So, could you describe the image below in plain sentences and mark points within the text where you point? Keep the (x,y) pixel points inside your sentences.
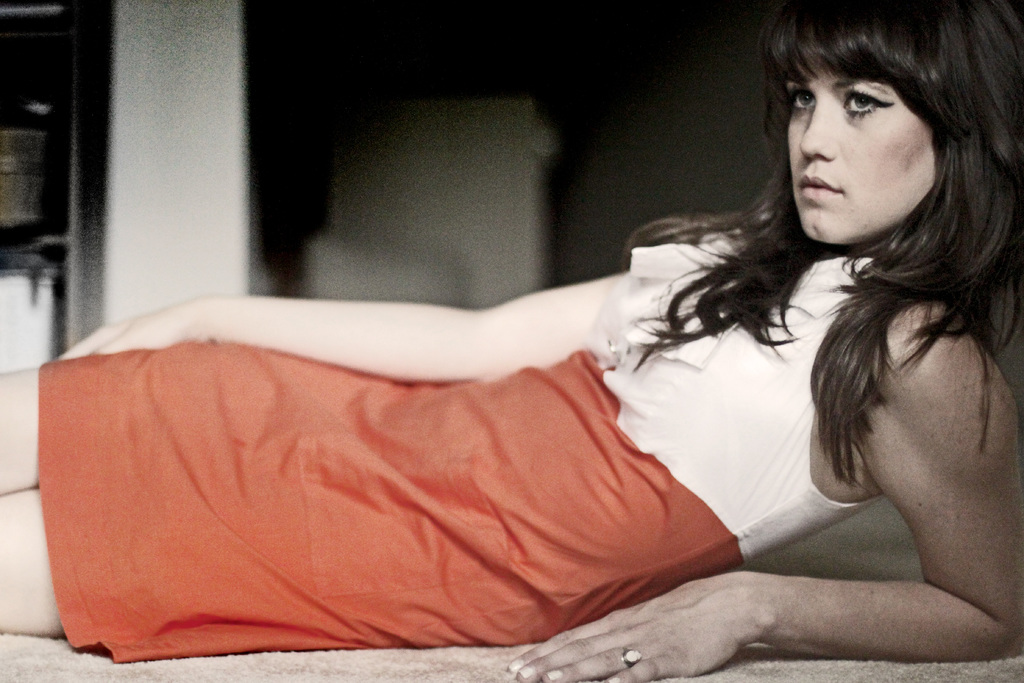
In this picture I can see a woman (488,406) laying and I can see a blurry background (130,295).
